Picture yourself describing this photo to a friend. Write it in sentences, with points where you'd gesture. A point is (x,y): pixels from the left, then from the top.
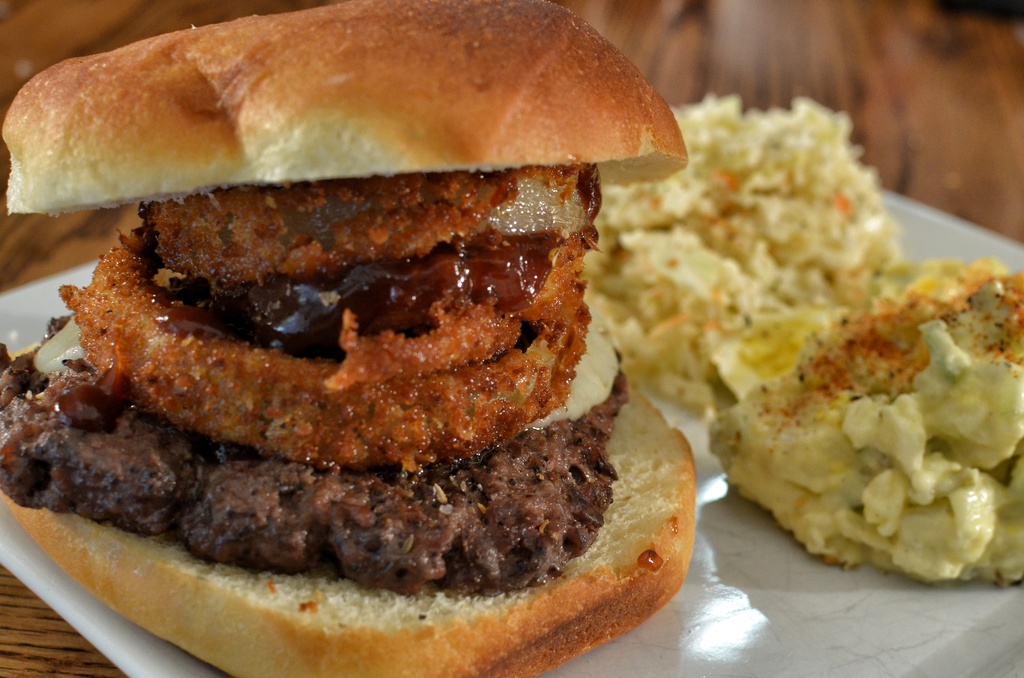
In this image, there is a plate (945,241) on the table (968,147) contains some food (716,339).
